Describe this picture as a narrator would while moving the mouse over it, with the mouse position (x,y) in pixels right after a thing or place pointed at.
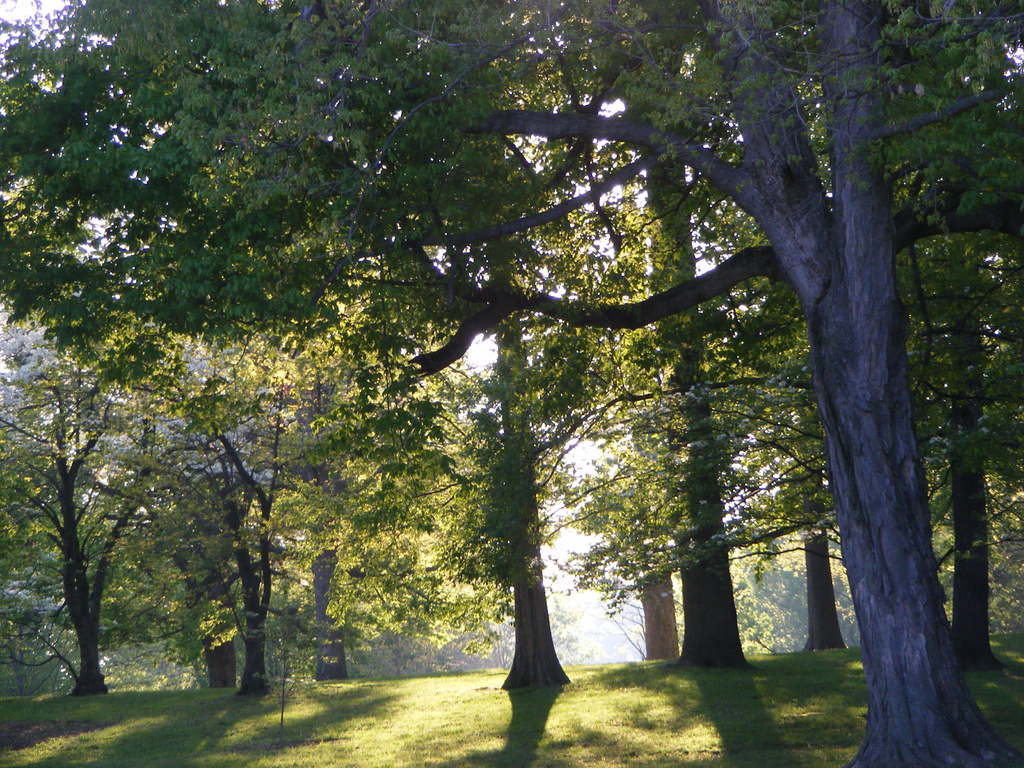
In this image, we can see trees (218,487) and at the bottom (434,717), there is ground (572,699).
